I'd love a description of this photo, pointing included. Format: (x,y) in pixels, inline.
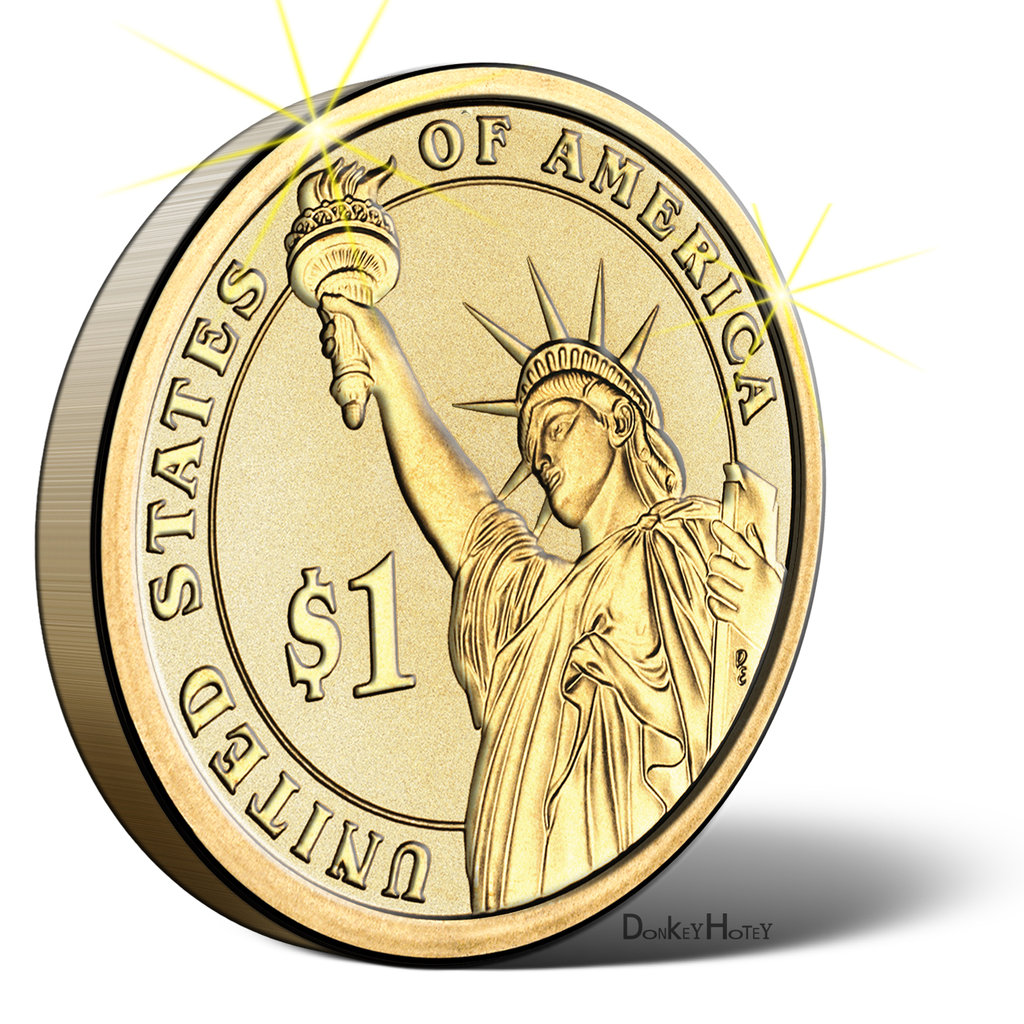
In this image we can see the animated picture of a coin (483,525).
